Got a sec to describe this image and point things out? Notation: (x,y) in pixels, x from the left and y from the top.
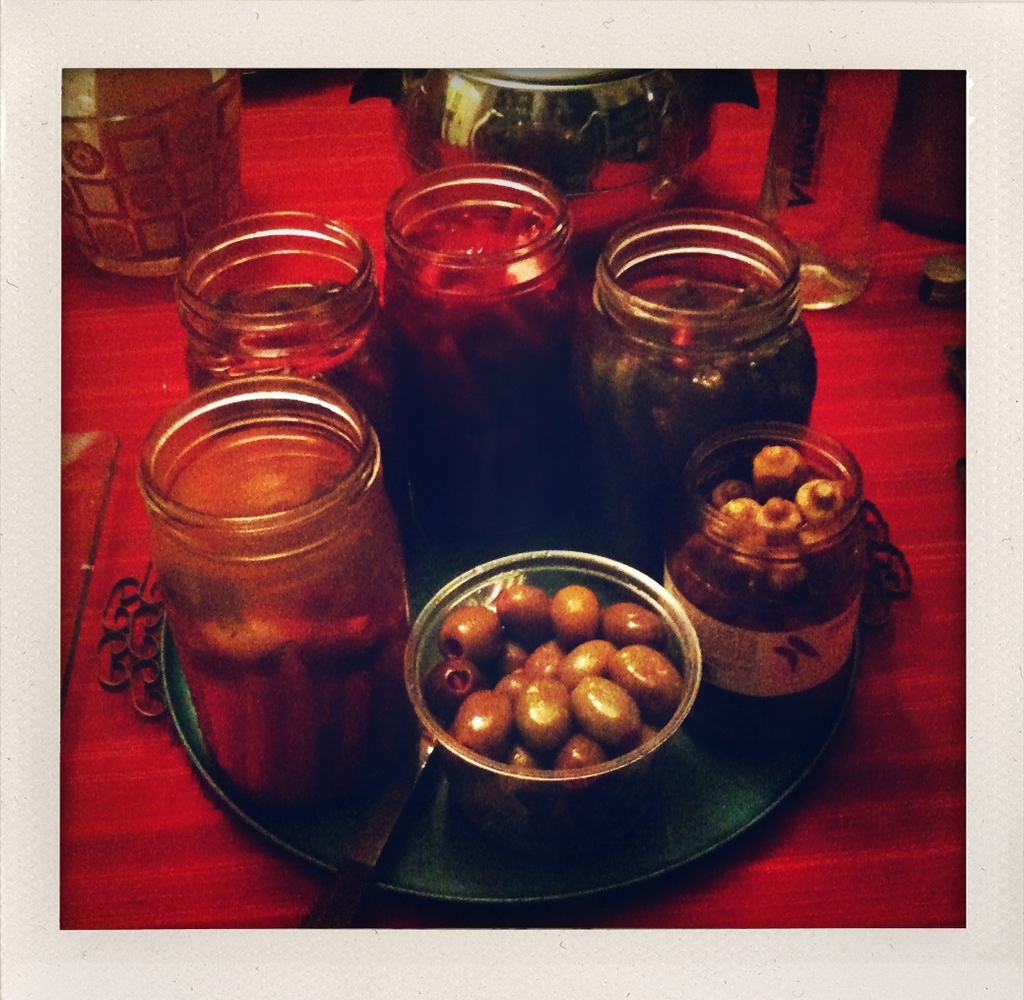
In this image I can see a red colored surface (886,820) and on it I can see a tray (664,858). In the tray (625,838) I can see few glass jars (356,536) and a bowl (606,687) with food items (600,689) in them. I can see few other objects (88,179) on the red colored surface (708,166).
